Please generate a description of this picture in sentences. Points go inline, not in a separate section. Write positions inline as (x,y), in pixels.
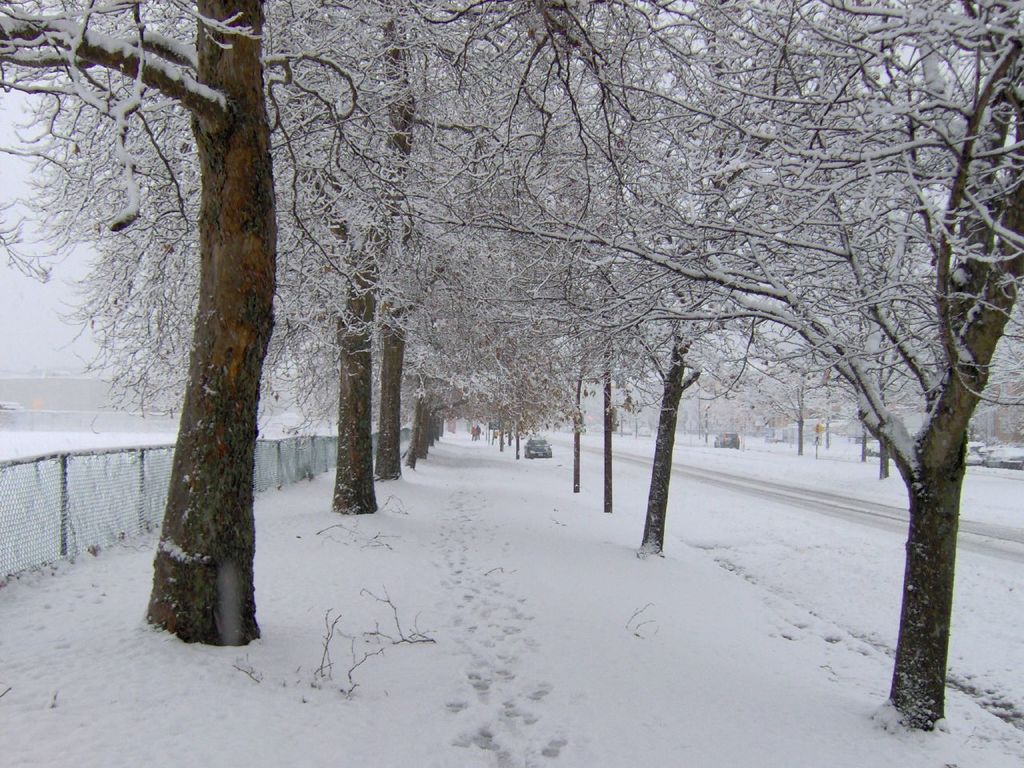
In this image I can see the road (780,502), few cars (541,453) on the road (742,487), some snow (549,643) on the sidewalk (536,637), few trees (356,395) which are brown and black in color, some snow (297,243) on the trees (609,142), the fencing (166,469), few persons (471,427) standing and in the background (62,350) I can see the sky (32,219).
